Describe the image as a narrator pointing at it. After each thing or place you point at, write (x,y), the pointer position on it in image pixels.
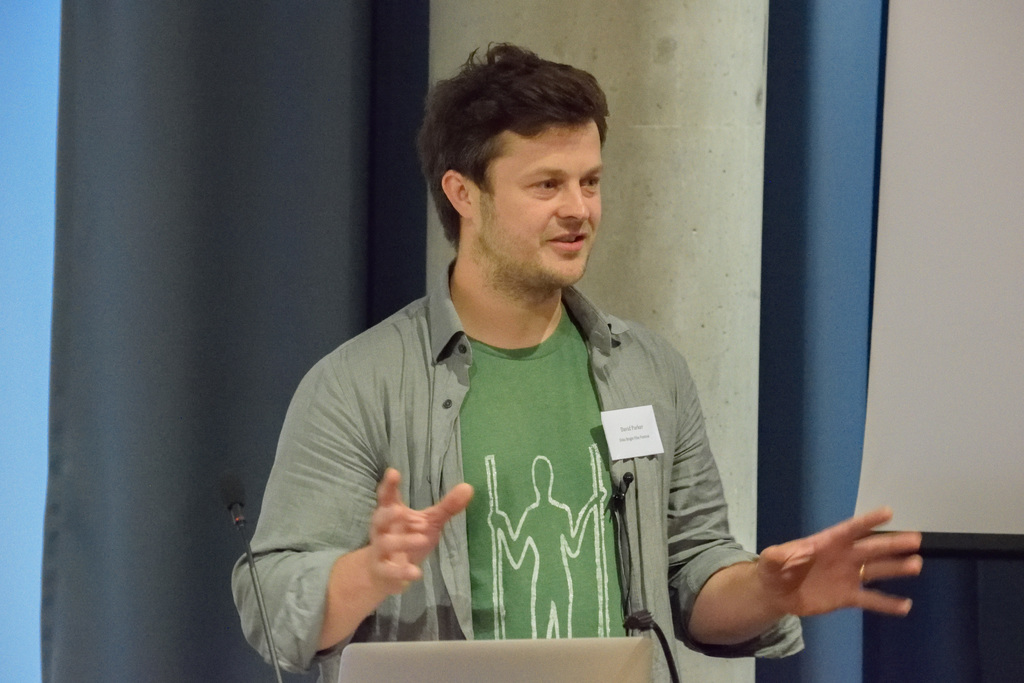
In this image in the center (508,233) there is one man (446,564) who is talking, in front of him there are mike's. In the background (834,481) there is curtain (237,249) and wall (712,201).
